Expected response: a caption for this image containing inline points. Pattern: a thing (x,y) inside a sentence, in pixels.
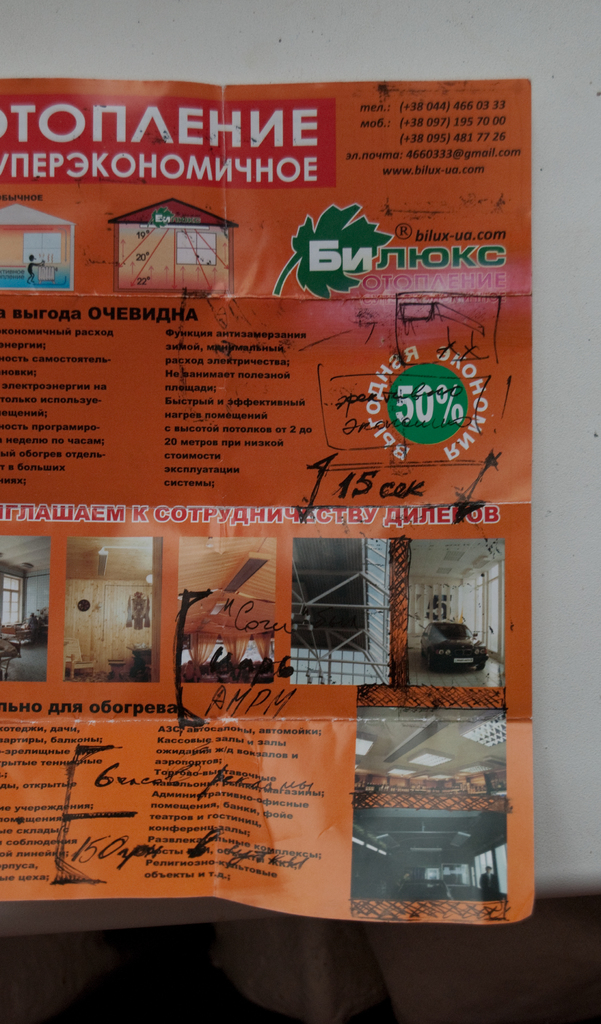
In this image we can see a pamphlet (240,466), with some images (192,626), and texts (340,618) written on it.
